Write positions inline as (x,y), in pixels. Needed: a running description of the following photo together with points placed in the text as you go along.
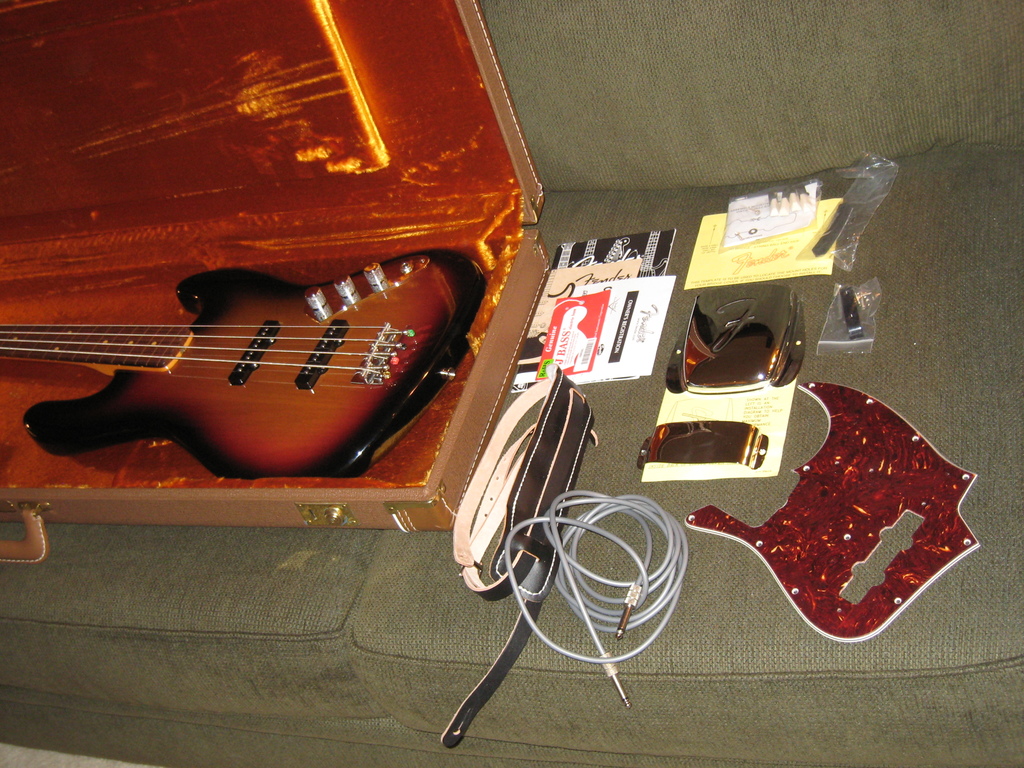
This picture shows a guitar (200,347) placed in a guitar box (103,237). Beside there are some accessories (530,458) placed on the sofa (637,415).
